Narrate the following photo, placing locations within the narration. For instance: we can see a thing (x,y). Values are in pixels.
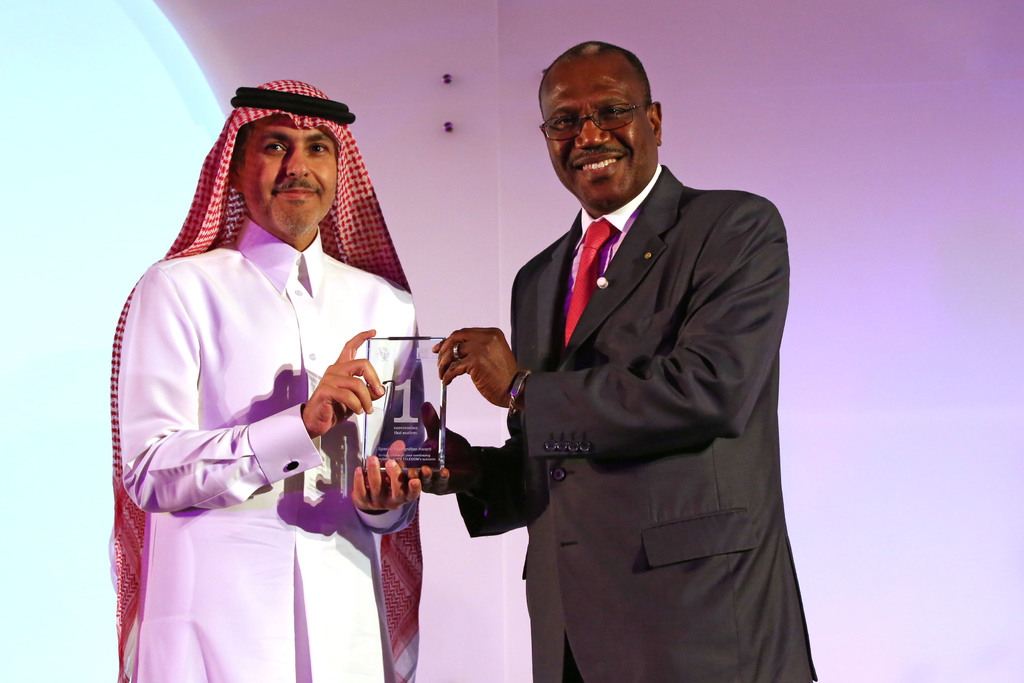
In this image we can see two persons (372,375) holding an object (396,440) and in the background (982,1) we can see the wall (471,398).
